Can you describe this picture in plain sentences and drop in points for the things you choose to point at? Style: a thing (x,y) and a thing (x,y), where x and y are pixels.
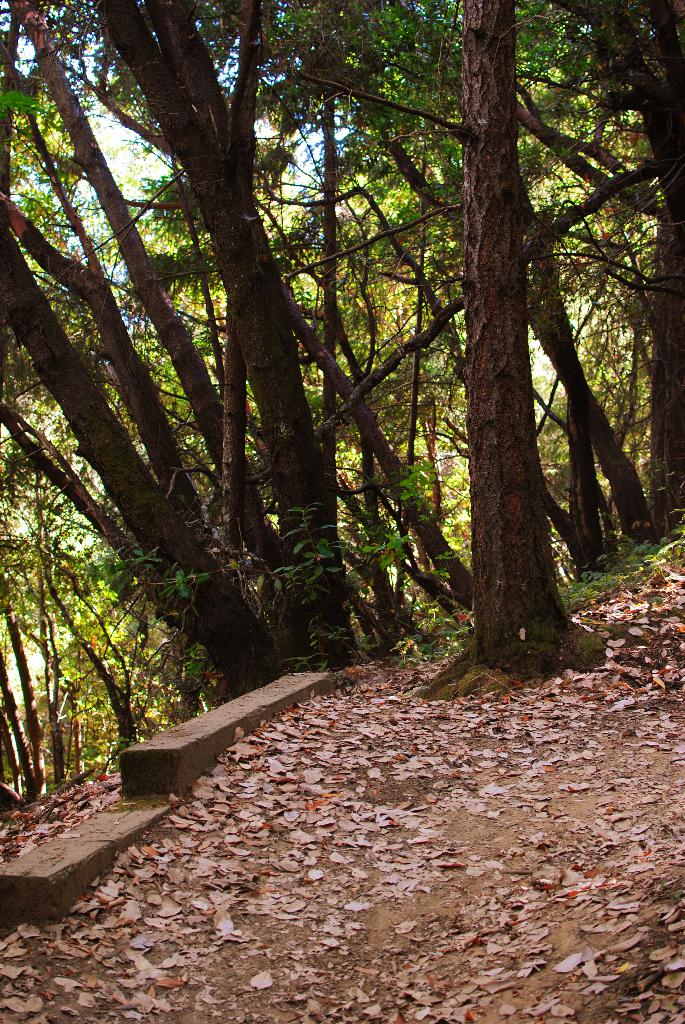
This picture shows trees (481,523) and we see leaves (341,792) on the ground (310,852).
